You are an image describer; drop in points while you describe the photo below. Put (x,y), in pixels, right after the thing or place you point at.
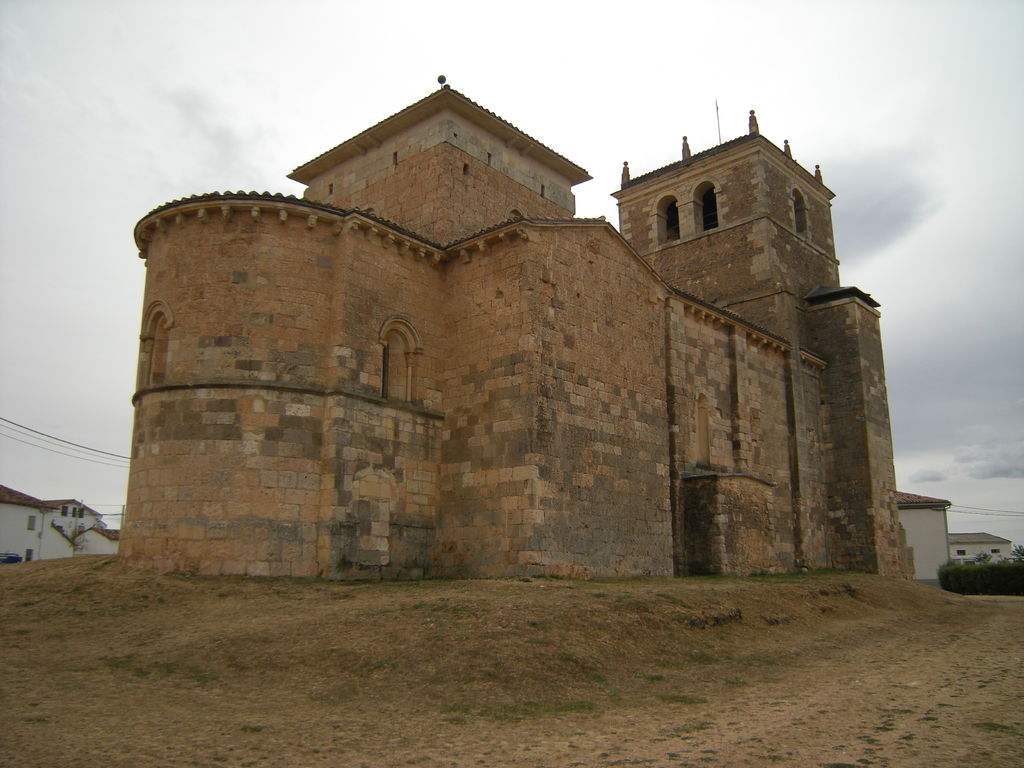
In this image we can see there is a building (633,473), beside the building (643,491) there are some plants (983,583). In the background (303,89) there is a sky (655,96).
